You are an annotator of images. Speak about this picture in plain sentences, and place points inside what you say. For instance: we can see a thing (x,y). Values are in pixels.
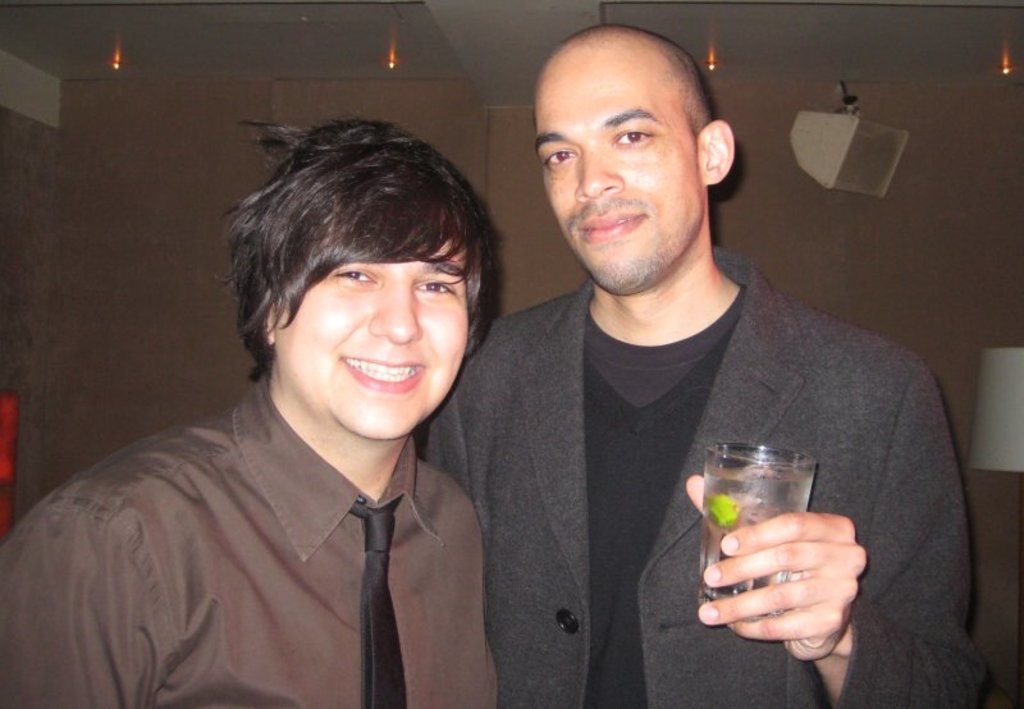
In the picture we can see two persons (379,534) wearing brown and black color dress (531,590) respectively, person (612,503) wearing black color dress (616,421) holding glass (759,500) in his hands (694,476) and in the background (758,98) there is a wall (84,148).
